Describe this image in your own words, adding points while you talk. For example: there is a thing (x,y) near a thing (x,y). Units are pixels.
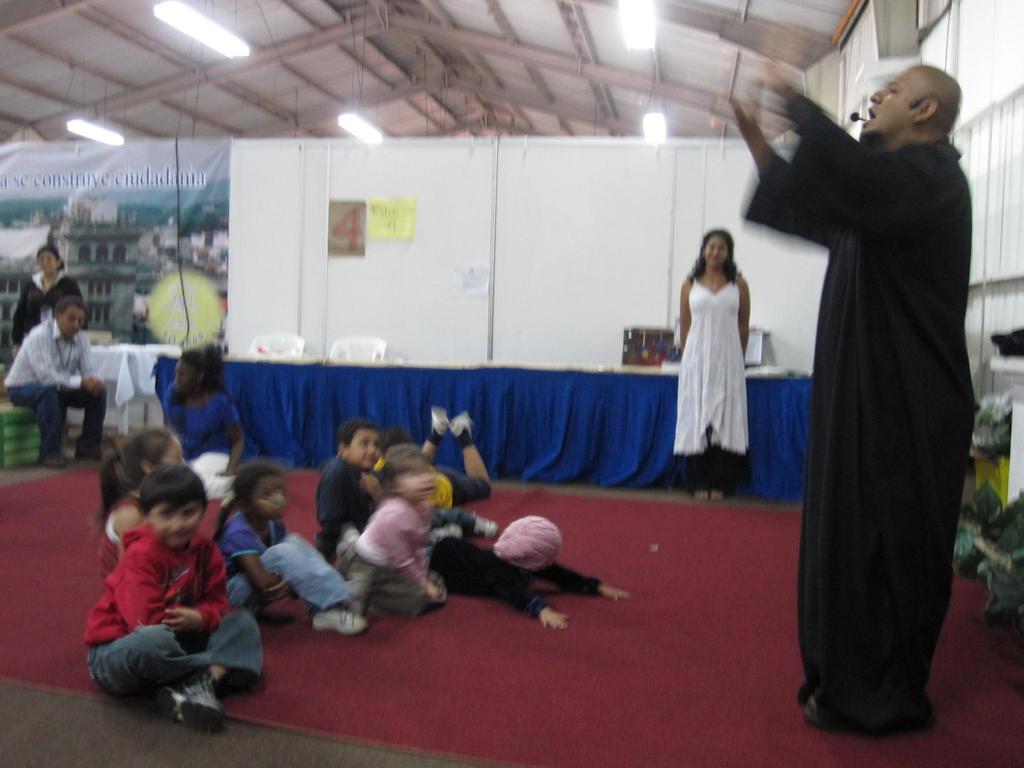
On the right side (784,236), we see a man (859,513) is standing. I think he is talking on the microphone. Behind him, we see the objects (1007,541) in black, green and yellow color. In the middle (453,475), we see the children (420,569) are sitting on the red carpet (507,642). On the left side (40,354), we see a man (24,348) is sitting on the green stool (19,418). Behind him, we see a woman (44,261) is standing. In the background (701,374), we see a woman (694,361) in the white dress (718,414) is standing. Behind her, we see a table (510,370) which is covered with a blue color cloth (501,424). Behind that, we see the chairs (339,357) and the boards (640,350). In the background (546,263), we see a white wall (517,214) on which some posts (397,206) are posted. On the left side (179,179), we see a banner (180,224). At the top (311,71), we see the lights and the roof (547,101) of the building (147,27).
